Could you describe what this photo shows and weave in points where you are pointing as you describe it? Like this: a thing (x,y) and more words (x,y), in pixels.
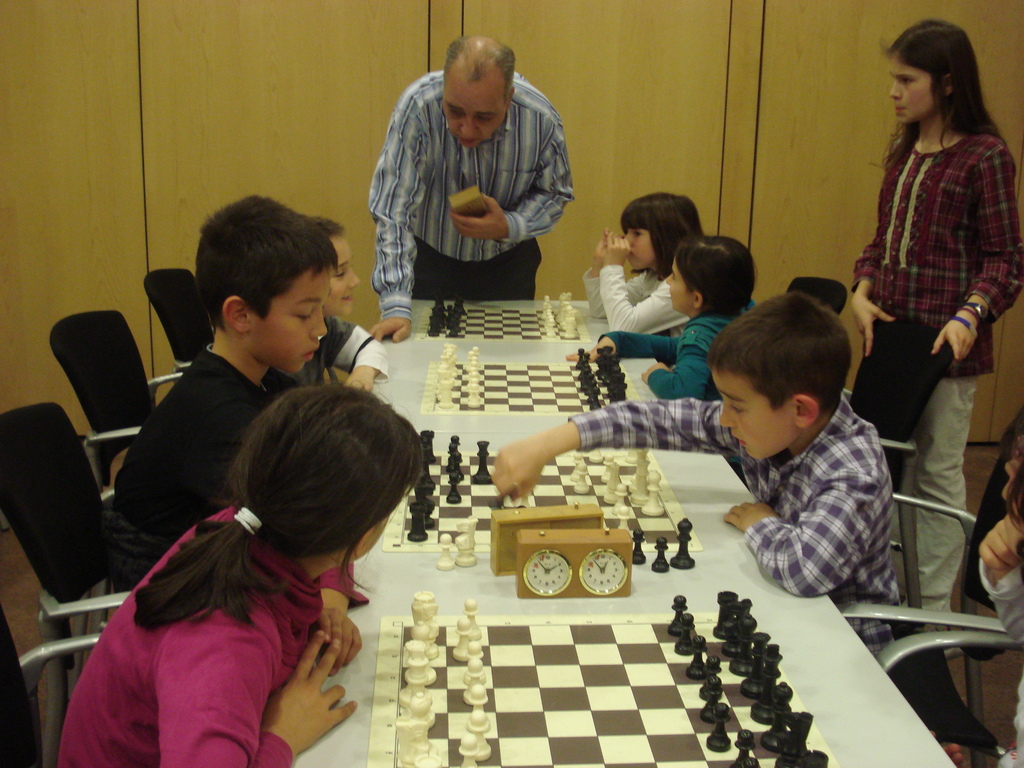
In this image there are children (659,208) playing the chess (622,723) which is kept on the table (412,573). There is a man (487,155) standing in between the table (397,570) and explaining to the children (311,463). There is a clock (552,574) between the two chess boards (656,533).
